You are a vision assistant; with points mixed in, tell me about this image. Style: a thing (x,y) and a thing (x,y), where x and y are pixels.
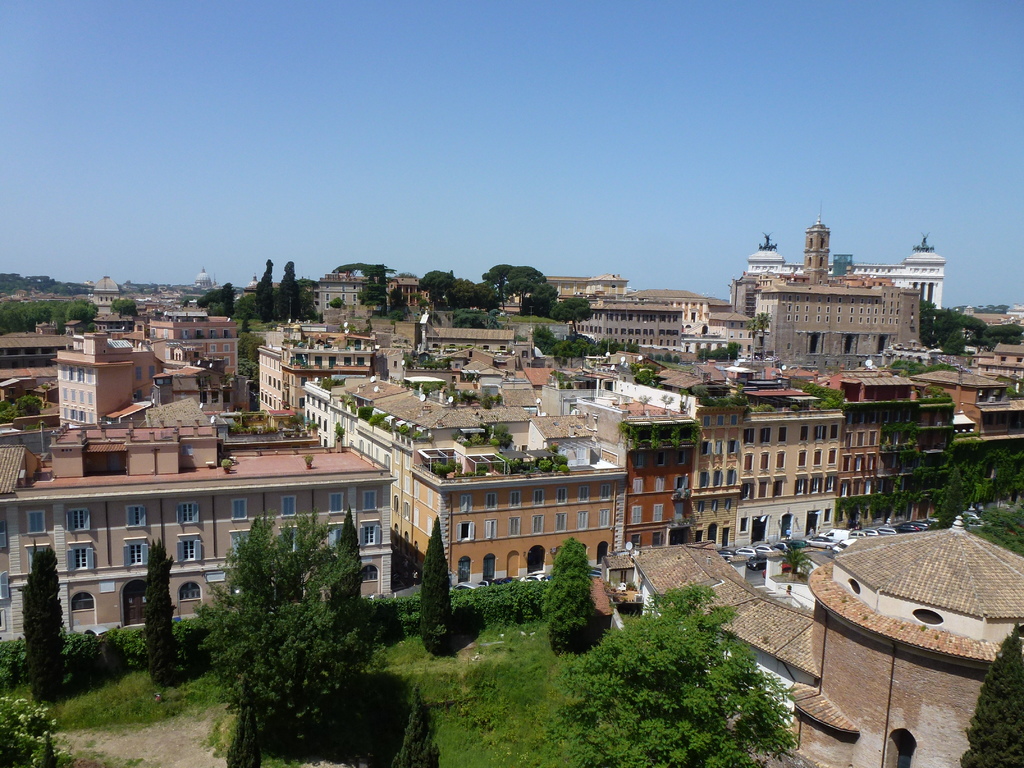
In this image I can see number of buildings (213,344), number of trees (610,763), number of vehicles (741,553), grass (479,664) and in the background (688,227) I can see the sky (602,173).
